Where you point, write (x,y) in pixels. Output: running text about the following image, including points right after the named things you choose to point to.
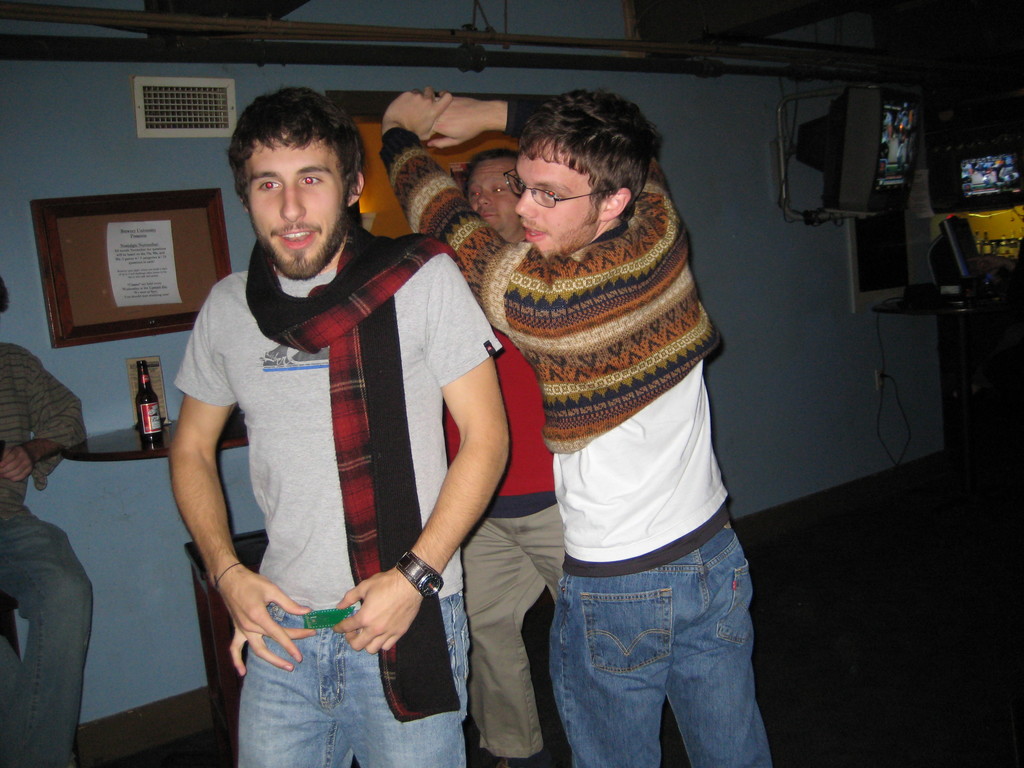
In this given picture, I can see a three people (549,243) standing and towards left corner (63,671), I can see a person (30,545) sitting in chair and we can see two televisions (917,167) after that we can see a beer bottle (158,409) which is kept on top of the table (141,445) and a wall (86,143) which includes with a small vent (194,132).
